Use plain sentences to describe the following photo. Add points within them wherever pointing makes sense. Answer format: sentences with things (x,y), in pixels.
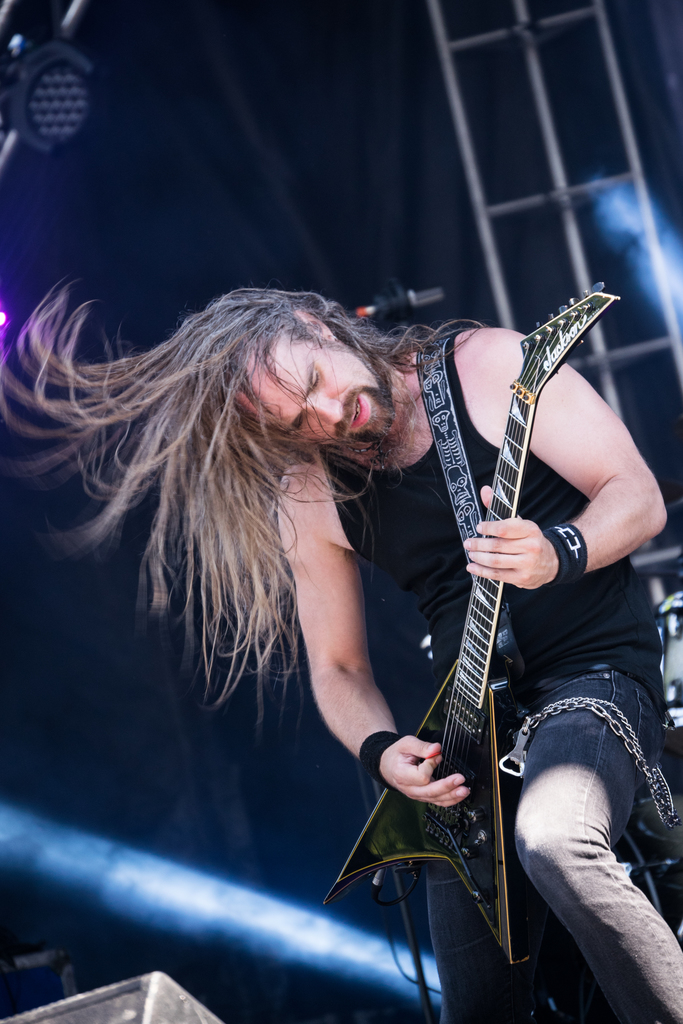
As we can see in the image, there is a man (605,889) holding guitar (462,640).
